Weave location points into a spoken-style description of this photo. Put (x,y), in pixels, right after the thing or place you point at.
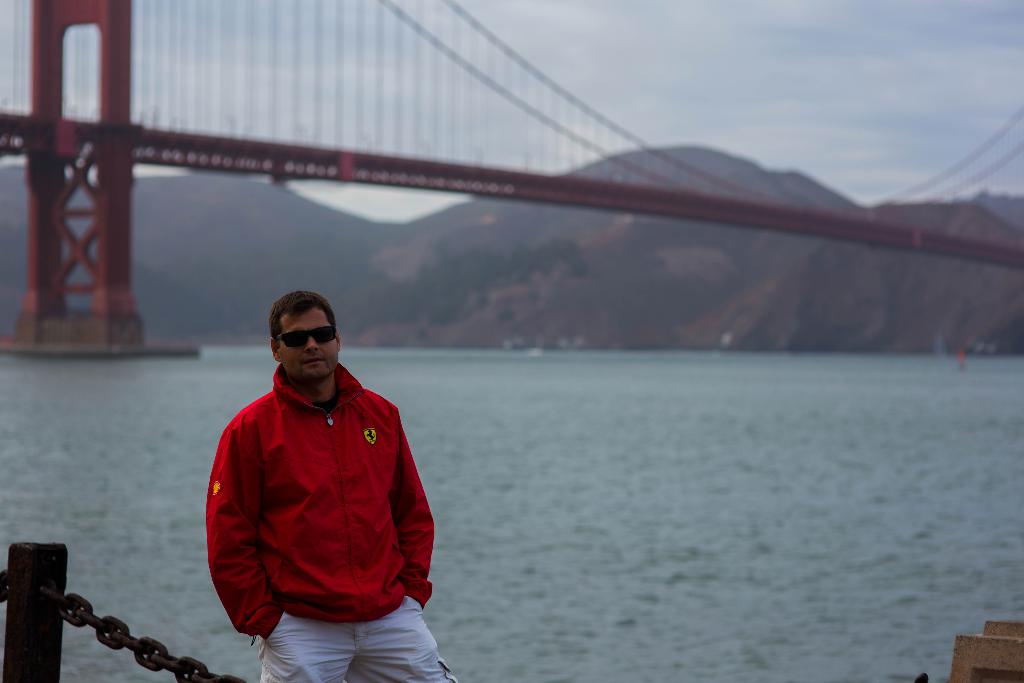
In this image I can see one man (249,459) is standing in the front (264,441) and I can see he is wearing a red colour jacket (314,497), black shades (295,330) and white pant (323,632). Behind him I can see an iron chain (110,639), water (130,541), mountains (448,261), a bridge (54,87), clouds (853,123) and the sky (867,103).
